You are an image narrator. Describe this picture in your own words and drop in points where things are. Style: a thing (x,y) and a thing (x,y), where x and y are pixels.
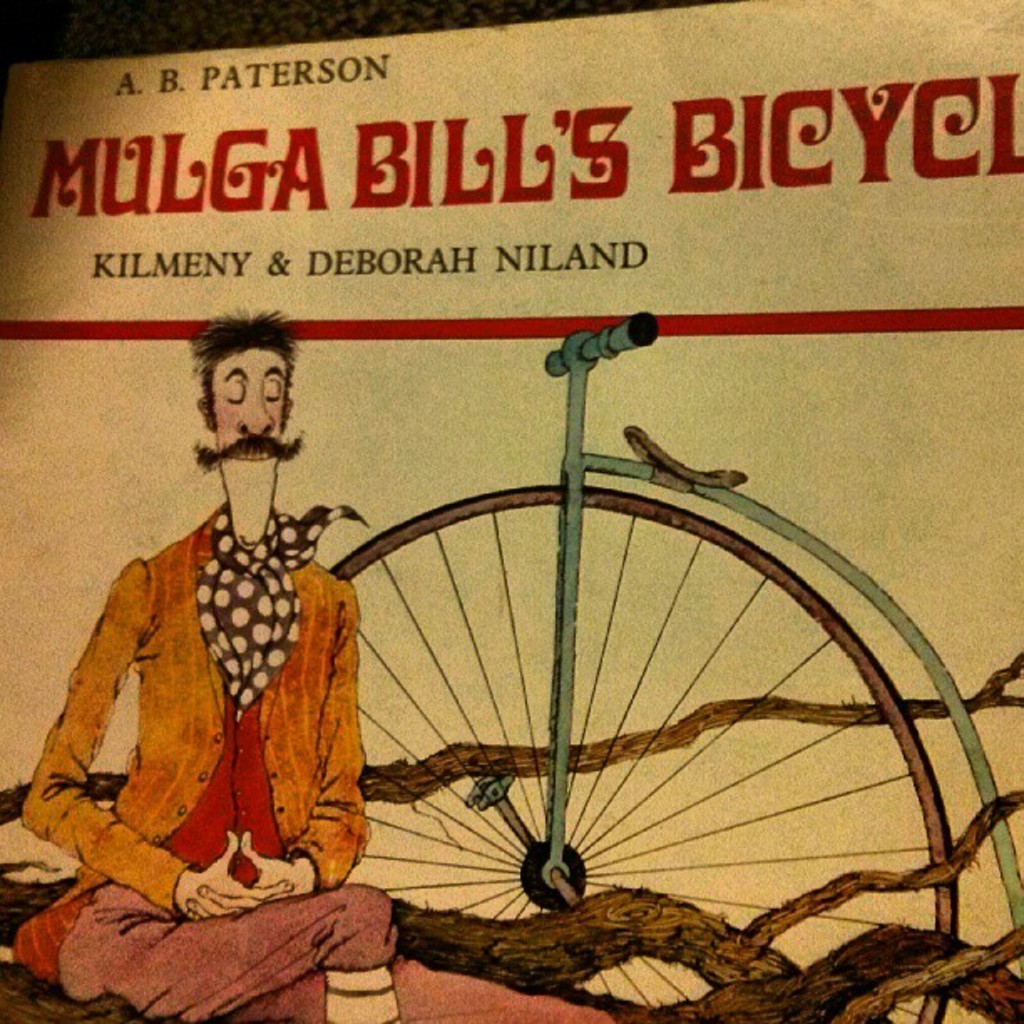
In this image I can see might be the paper (704,182), on which I can see image of a person (246,635) and bicycle wheel (646,671), text (58,169) visible.
